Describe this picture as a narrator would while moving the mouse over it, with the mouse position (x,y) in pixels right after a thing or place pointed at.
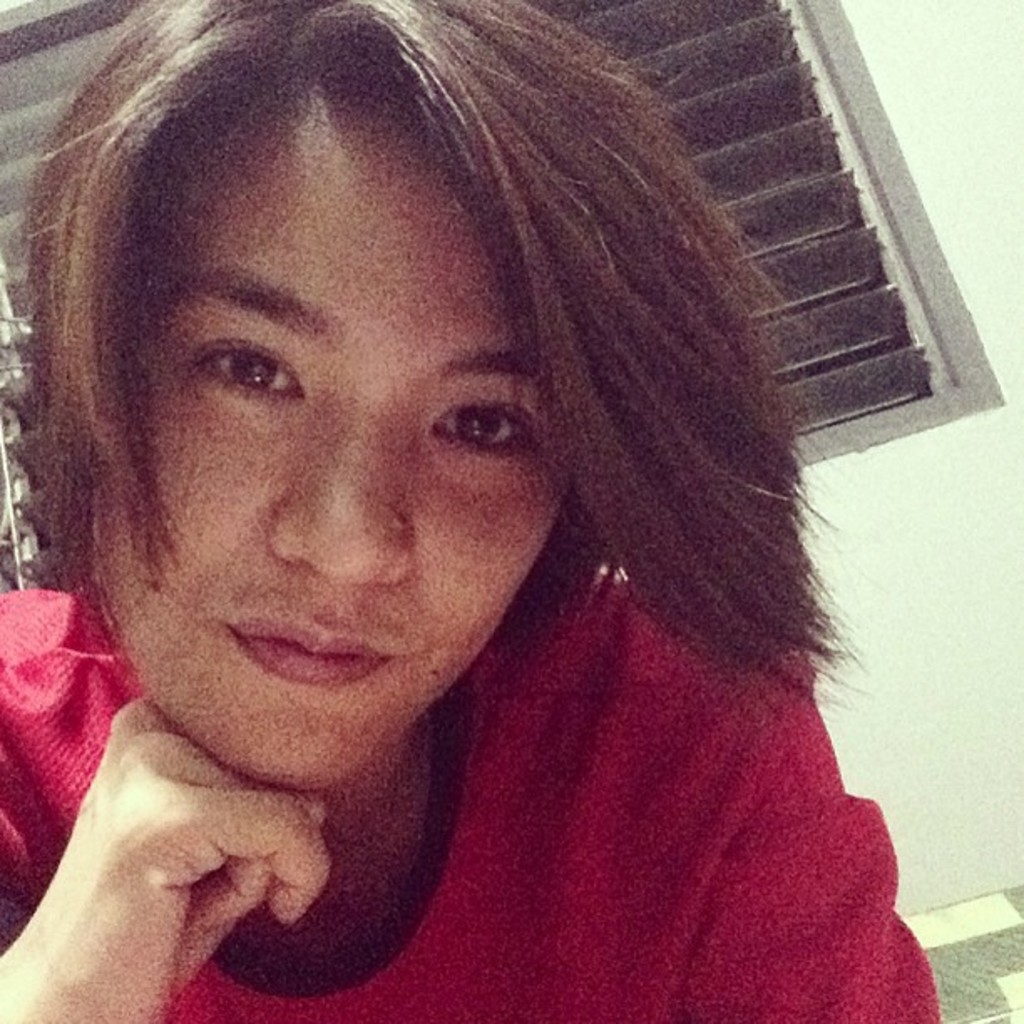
The picture consists of a person (152,847) wearing a red t-shirt (649,783), behind him there is a window (62,92). On the right (928,479) it is wall (939,650) painted white.
